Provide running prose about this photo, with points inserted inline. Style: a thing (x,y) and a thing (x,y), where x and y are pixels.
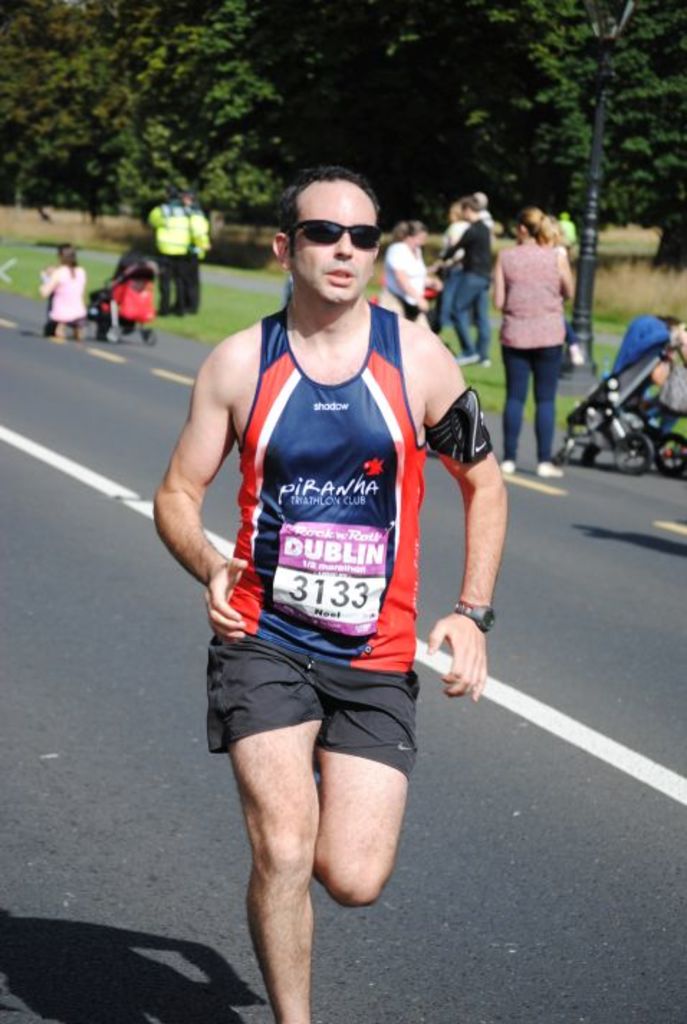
In this image I can see a man (432,361) in shorts (263,714) and a sportswear (292,464). In the background (486,251) I can see few more people (480,338), a street light (608,60) and number of trees (580,50).
